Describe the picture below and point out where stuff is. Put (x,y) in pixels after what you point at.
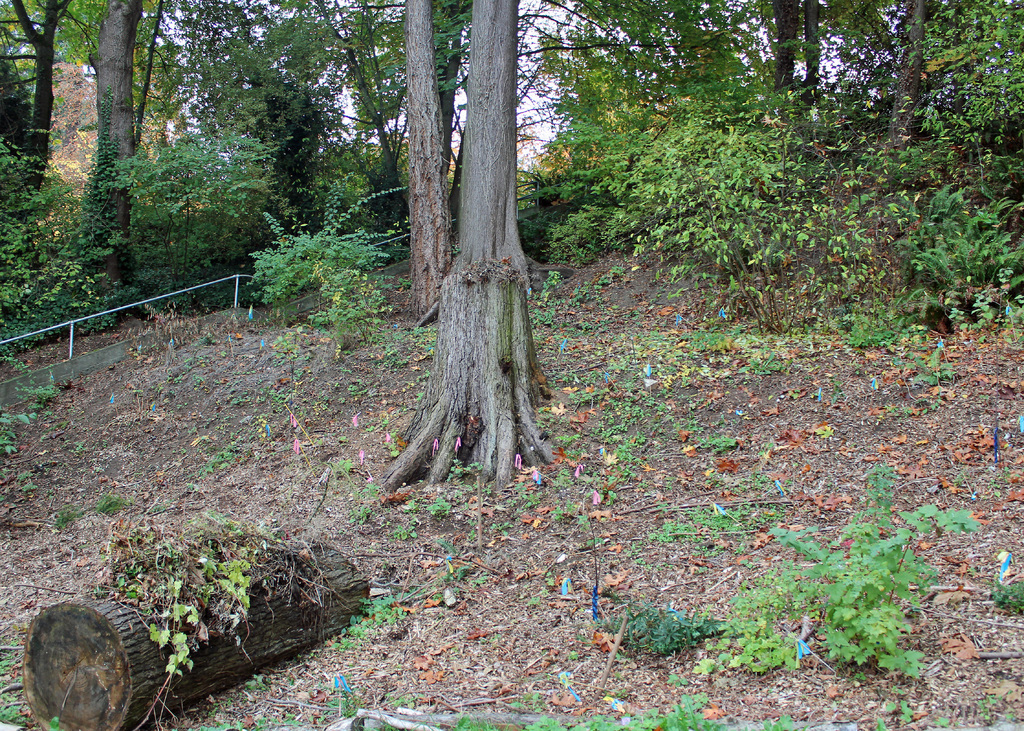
In this picture we can see few trees (273,136), plants (289,253), metal rods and a wooden bark (166,587).
